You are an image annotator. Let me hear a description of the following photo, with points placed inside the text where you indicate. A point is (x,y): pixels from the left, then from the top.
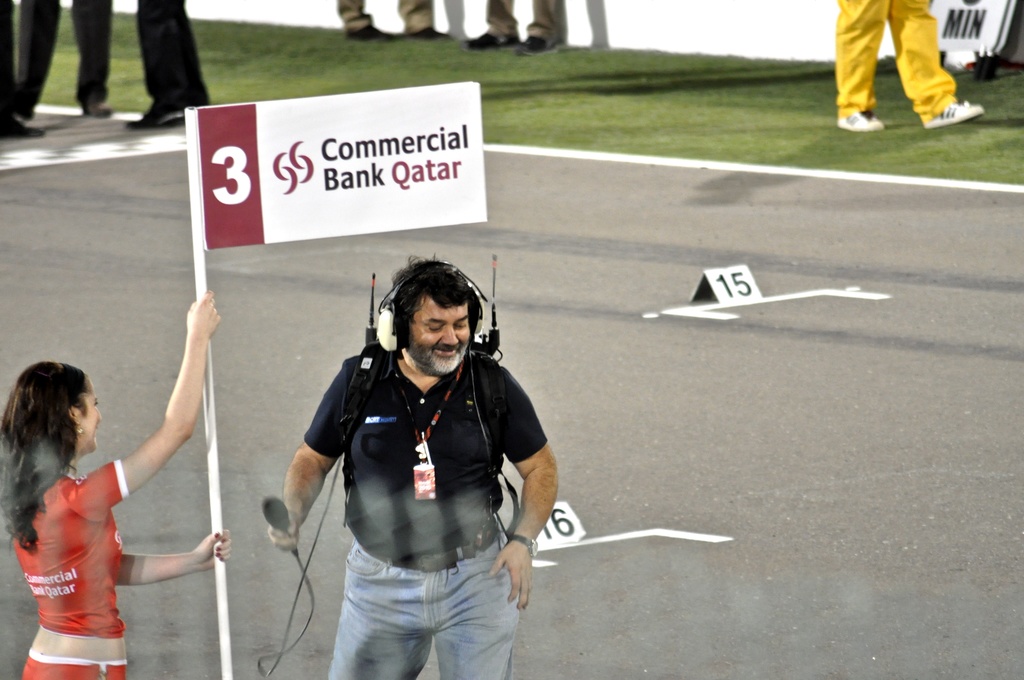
In this image, there is a person (72,528) wearing clothes (71,514) and holding a pole (210,342) with her hand (226,533). There is an another person (424,555) at the bottom of the image (453,530) wearing clothes (455,490) and holding a mic (286,508) with his hand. There are some other persons (864,36) whose faces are not visible standing and wearing clothes (85,59).
